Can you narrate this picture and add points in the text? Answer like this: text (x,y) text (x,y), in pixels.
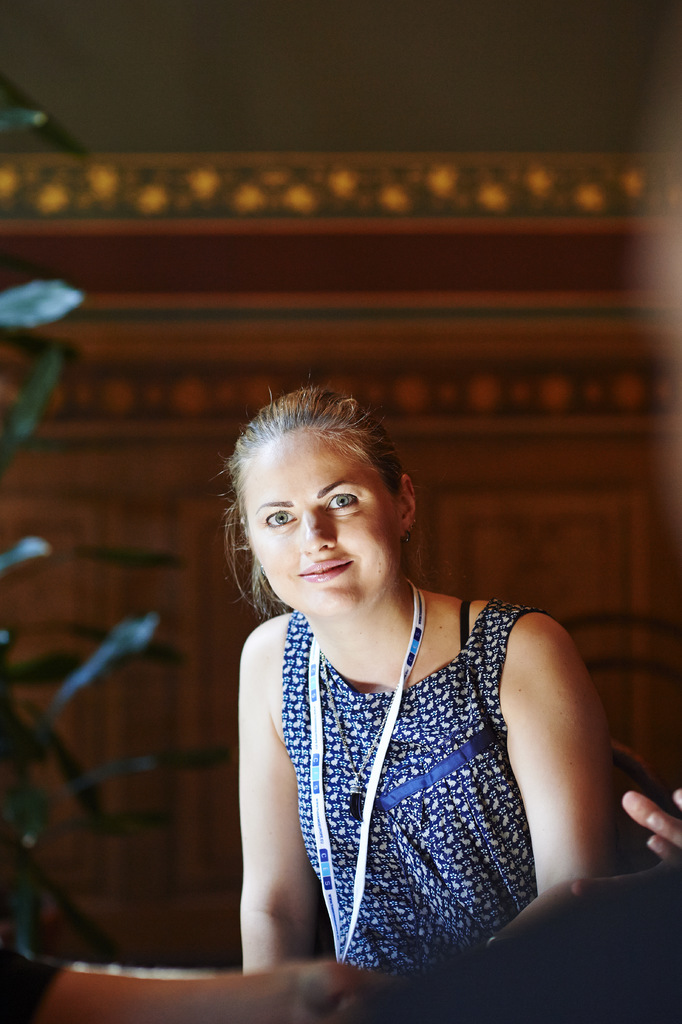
In this image we can see a lady (370,949) is sitting, she is wearing a blue color top (410,911) and ID card (338,947) is there in her neck (425,626). Background one plant (36,824) is there.
